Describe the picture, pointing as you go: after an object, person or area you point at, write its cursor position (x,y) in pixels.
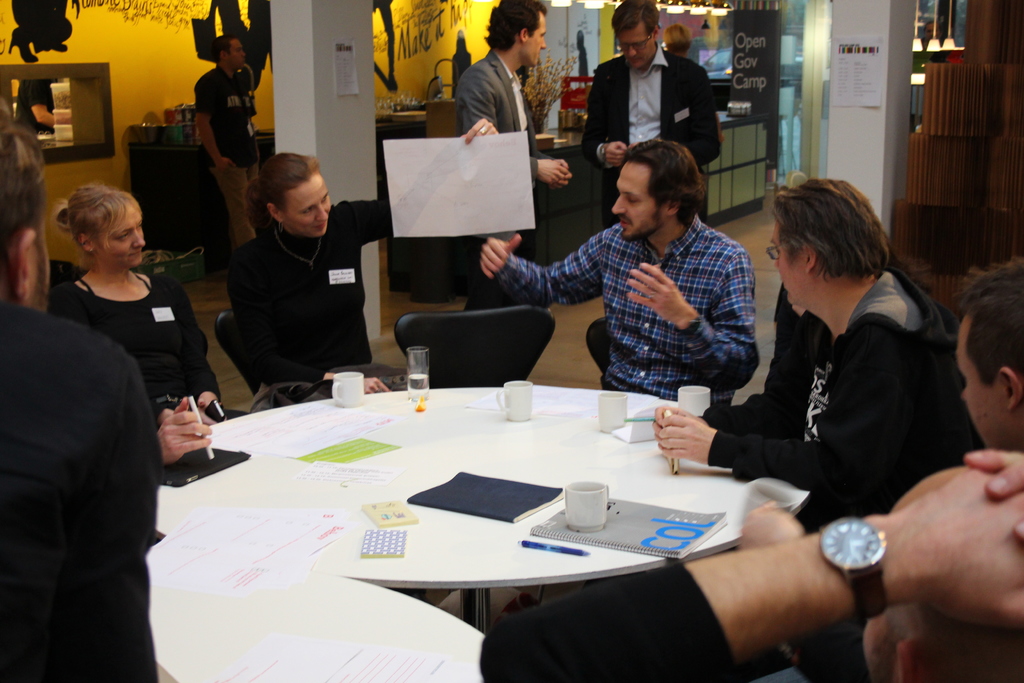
These people (816,376) are sitting around this table (715,488), on this table (547,509) there is a book (531,499), cups (506,411), glass of water (407,358), papers (284,531) and pen (571,549). This woman (313,320) is holding a paper (436,208). Far these persons (493,73) are standing. A paper (341,62) on wall (313,110). On this tables (384,112) there are things (535,107). On top (698,2) there are lights (721,2).
